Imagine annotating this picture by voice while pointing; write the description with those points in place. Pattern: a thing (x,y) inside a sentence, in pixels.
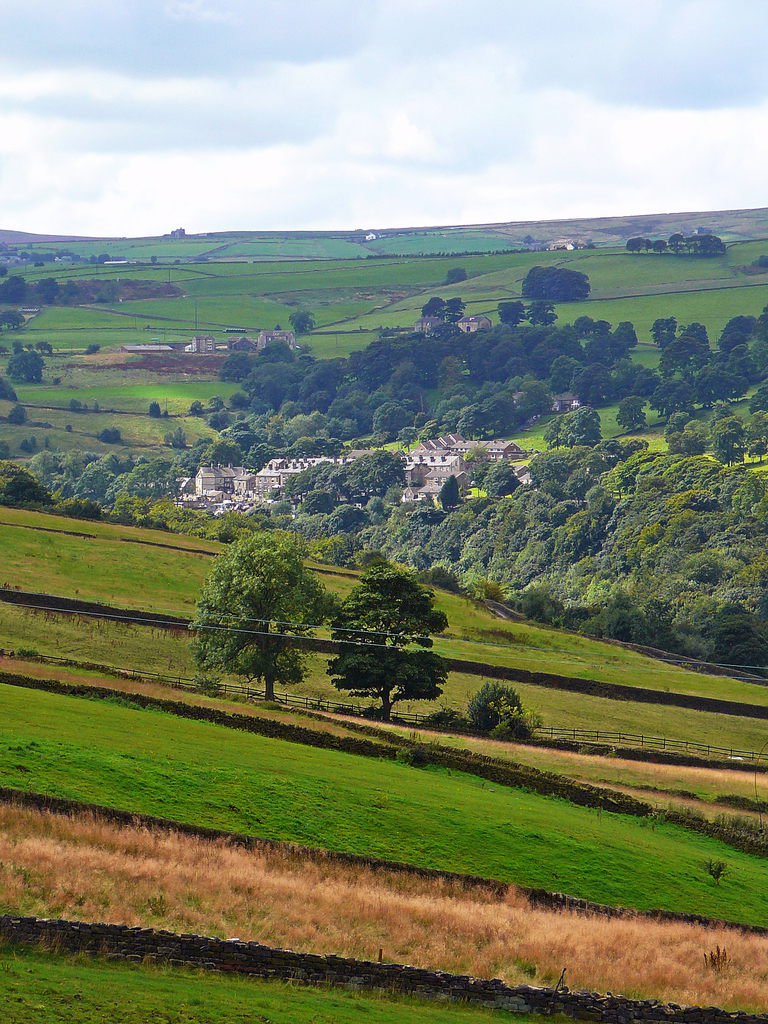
In this image I can see grass (438,596), trees (567,588), houses (509,455), farms (365,294) and the sky (144,40). This image is taken may be in the farm (407,790) during a day.
